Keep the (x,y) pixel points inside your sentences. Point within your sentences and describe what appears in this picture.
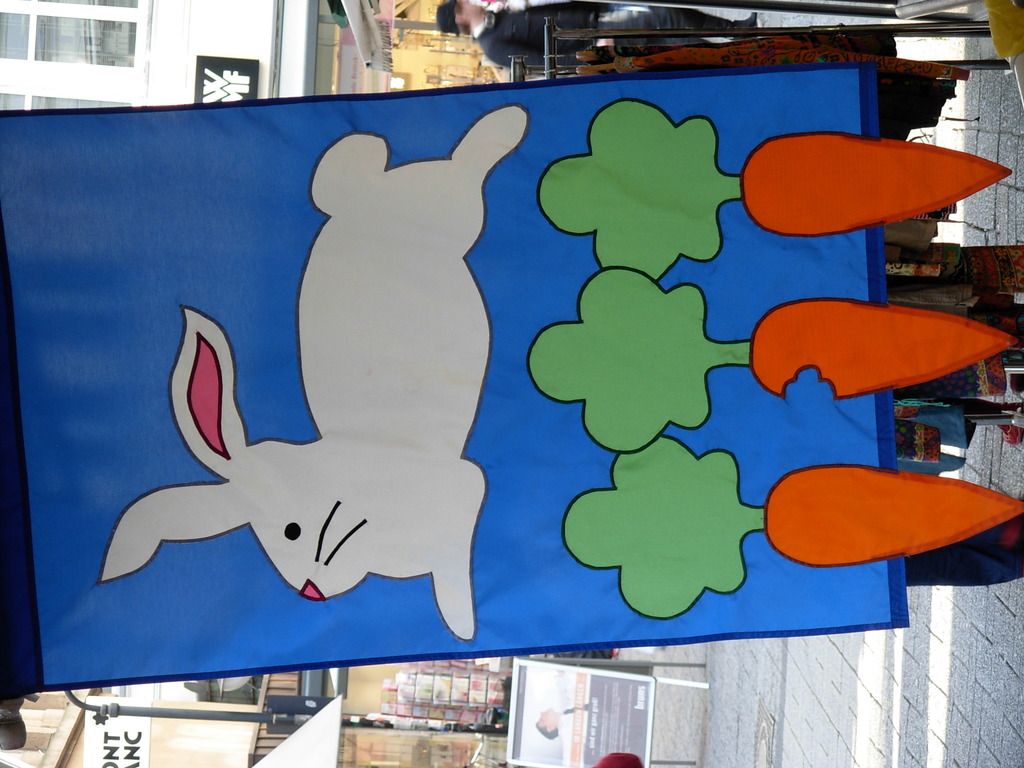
In this image we can see the pictures (162,532) of rabbit (261,540) and carrots (602,547) on a banner (560,514). On the backside (259,699) we can see a building (251,730) with windows (256,697), pole (186,710) and a person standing on the right side (690,8).
